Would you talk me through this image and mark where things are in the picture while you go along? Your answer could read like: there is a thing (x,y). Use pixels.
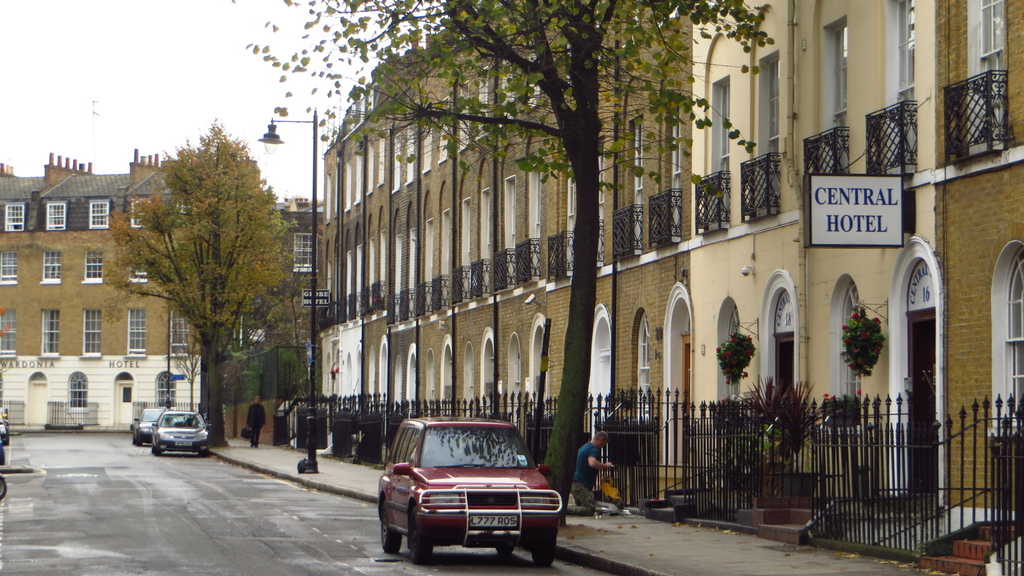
In this image I can see few vehicles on the road (145,535). To the right (794,249) I can see two people (580,491), poles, railing (316,425), trees (221,397) and the buildings (135,394). I can see the board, railing (668,485) and the windows (483,254) to the building (435,205). In the background (216,80) I can see the sky (207,70).
